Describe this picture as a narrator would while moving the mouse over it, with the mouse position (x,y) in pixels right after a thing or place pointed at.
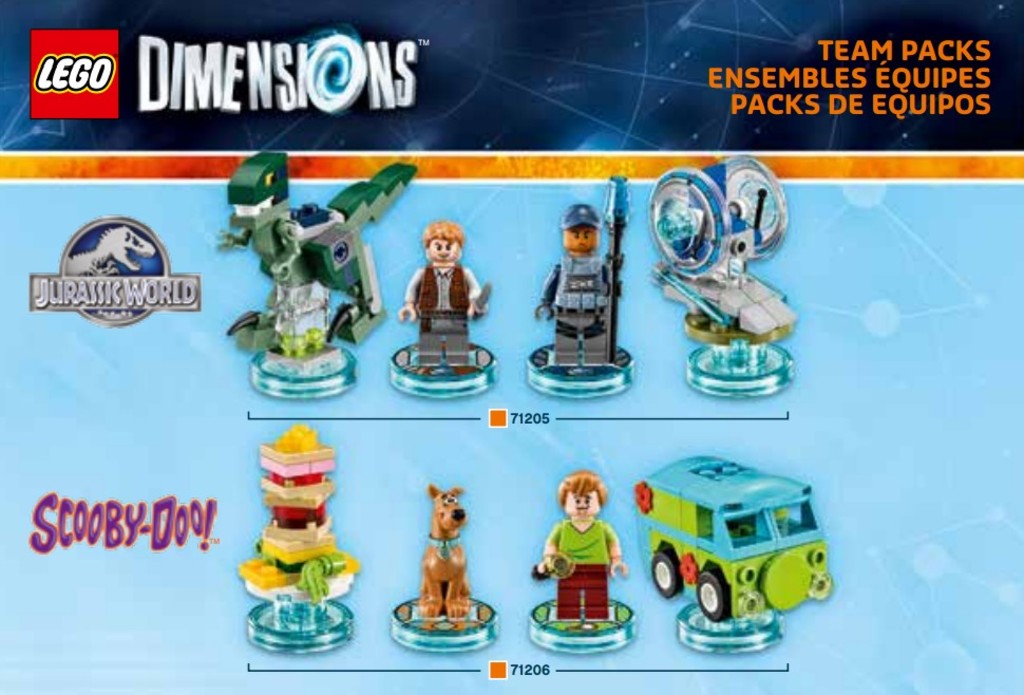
There is a poster (313,288) in the center of the image (580,358), where we can see text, logos (195,295) and toys (423,371) on it.
